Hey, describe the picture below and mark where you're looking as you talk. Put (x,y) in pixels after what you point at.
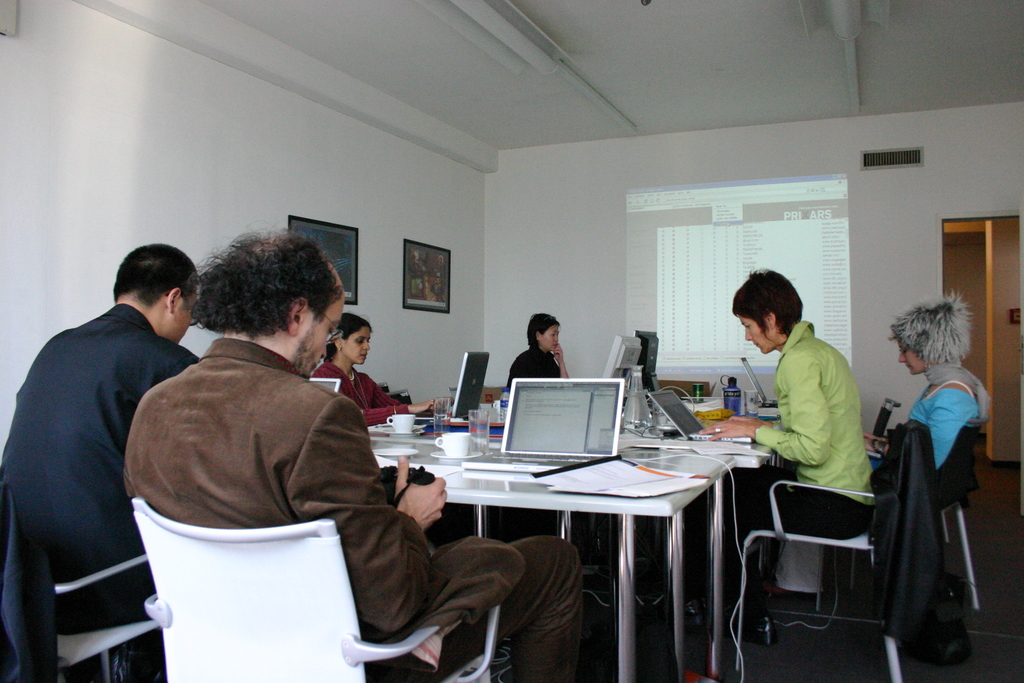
Six people (214,402) are working around a table (743,455) with laptops (558,431) in front of them. Of them four (348,371) are women (938,393) and two (339,455) are men (305,447).
